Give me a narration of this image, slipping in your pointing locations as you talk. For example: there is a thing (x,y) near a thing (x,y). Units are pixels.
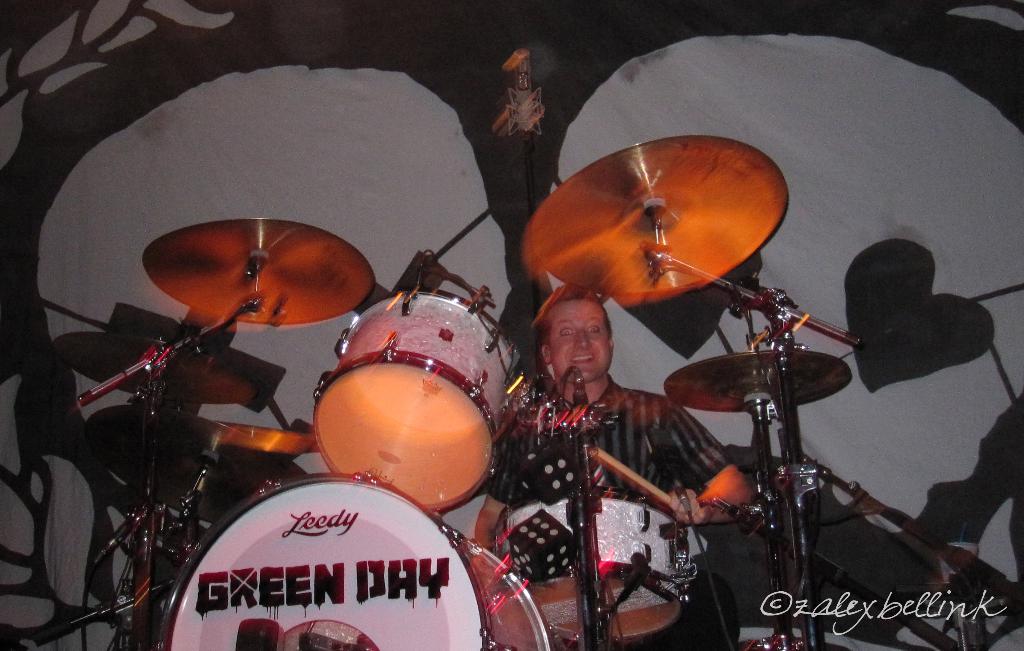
In this picture I can see a person (505,436) sitting, there are drums (477,608), cymbals (213,463) with the cymbals stands (161,348), and in the background (254,27) there is a cloth (254,27) and there is a watermark (815,603) on the image.
